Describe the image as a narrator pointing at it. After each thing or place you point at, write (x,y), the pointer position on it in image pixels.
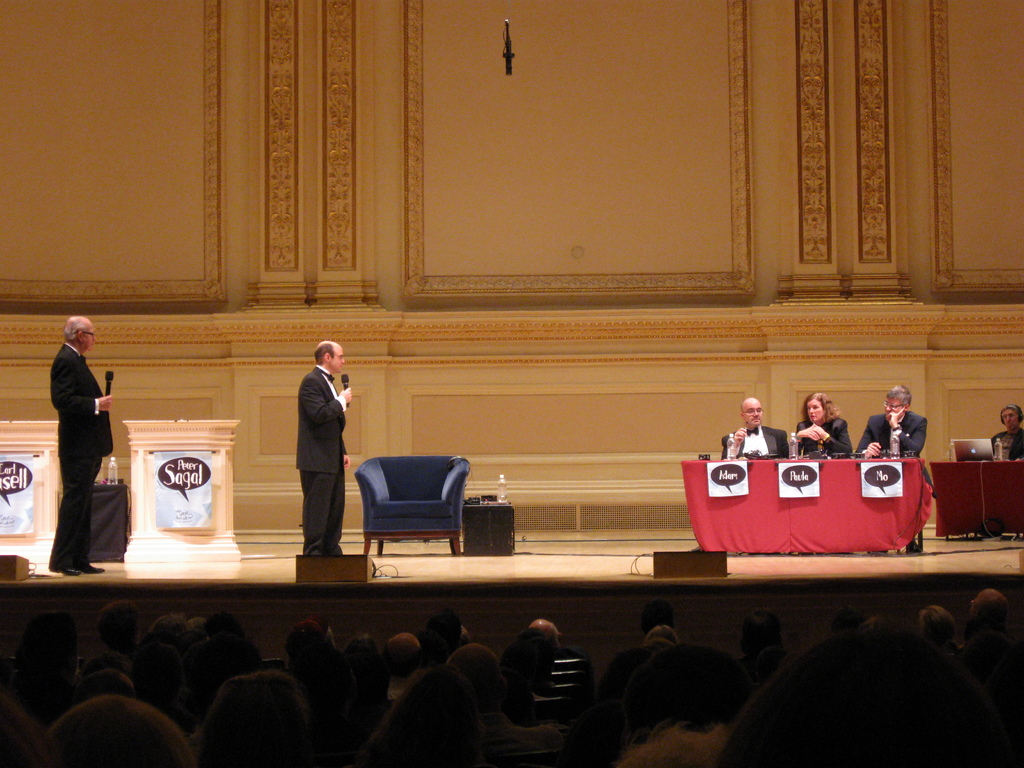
In this image I can see on the left side (334,457) a man (334,510) is standing and speaking into microphone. He wore coat (313,442), trouser (323,506), on the right side (876,442) 3 persons (822,448) are sitting on the chairs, there is a cloth (754,506) around the table (796,472). At the bottom (443,681) few people (941,750) are sitting and observing at the stage (563,602).
